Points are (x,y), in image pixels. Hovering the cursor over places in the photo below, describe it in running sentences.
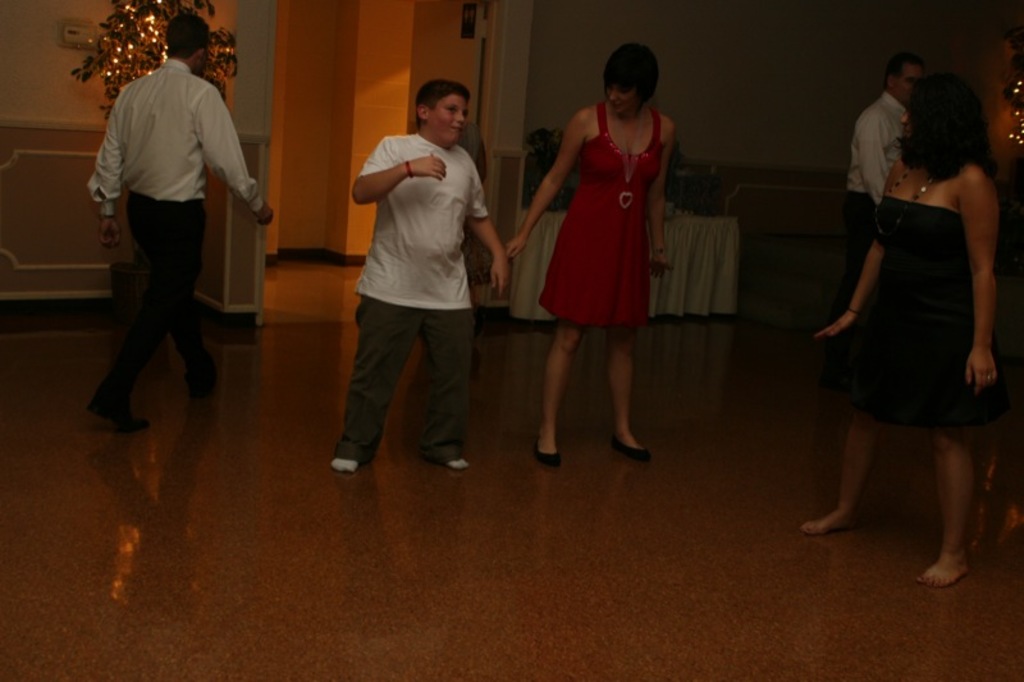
In this image we can see there are some people (395,322) standing on the floor (543,539). In the background (54,49) there is a wall (727,62). On the wall (244,80) there are some lights (144,40).
